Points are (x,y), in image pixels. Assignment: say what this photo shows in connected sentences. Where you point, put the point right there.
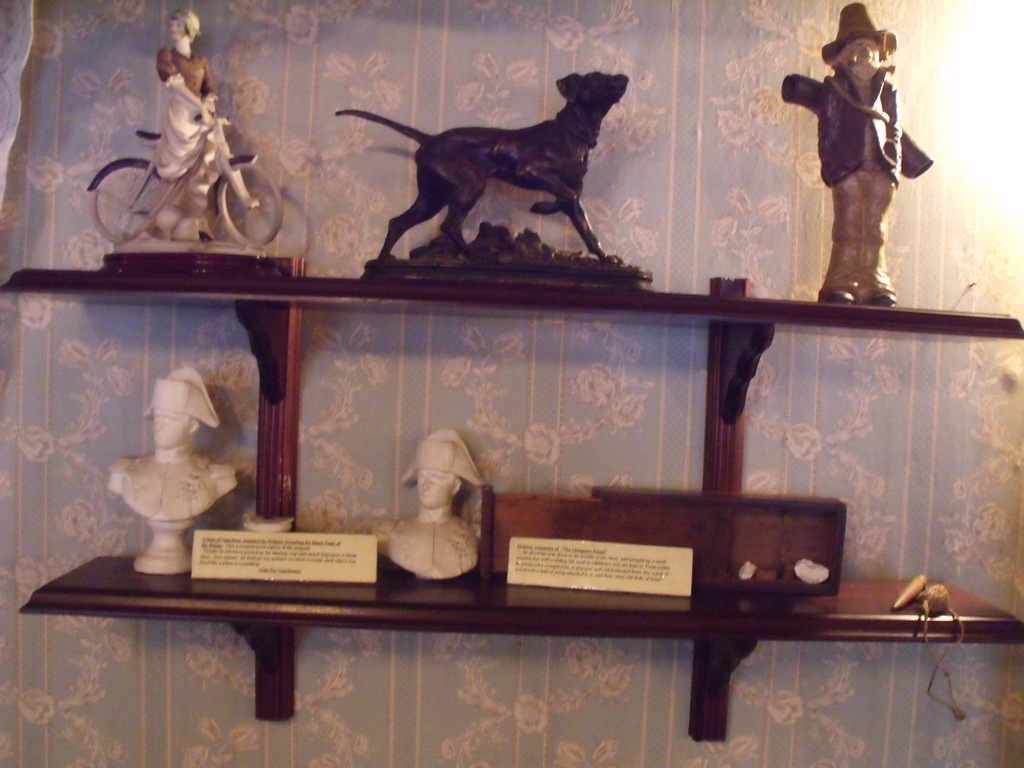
In the image there are small articles (427,172) kept on a shelf (477,600) that is fit to the wall (591,706).
